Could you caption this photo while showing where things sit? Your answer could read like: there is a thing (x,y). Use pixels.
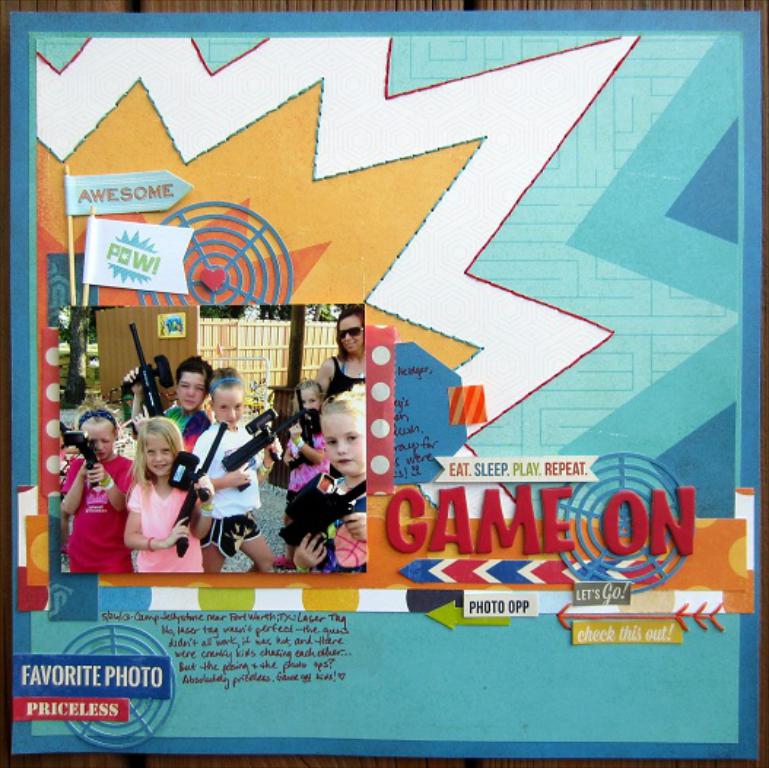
This looks like a poster (249,389). There are group of kids (289,441) standing and holding weapons (141,358) in their hands (209,475). I can see the letters (255,666) in the image. This is the design (524,260) on the poster (651,287).
